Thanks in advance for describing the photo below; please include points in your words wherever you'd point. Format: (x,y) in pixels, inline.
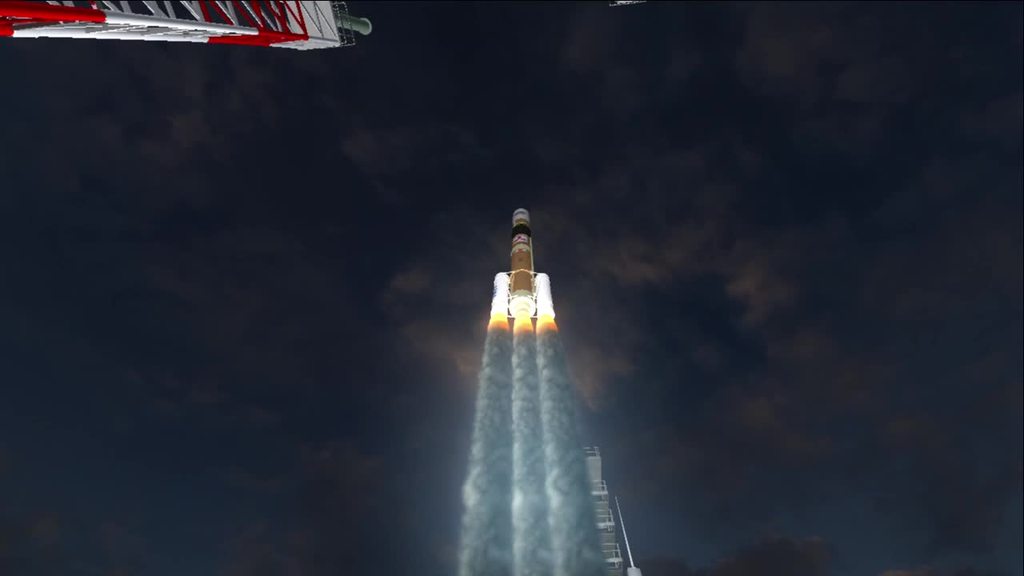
This is rocket (525,246) in the sky (704,390), this is iron tower (253,19), this is smoke (494,500).
